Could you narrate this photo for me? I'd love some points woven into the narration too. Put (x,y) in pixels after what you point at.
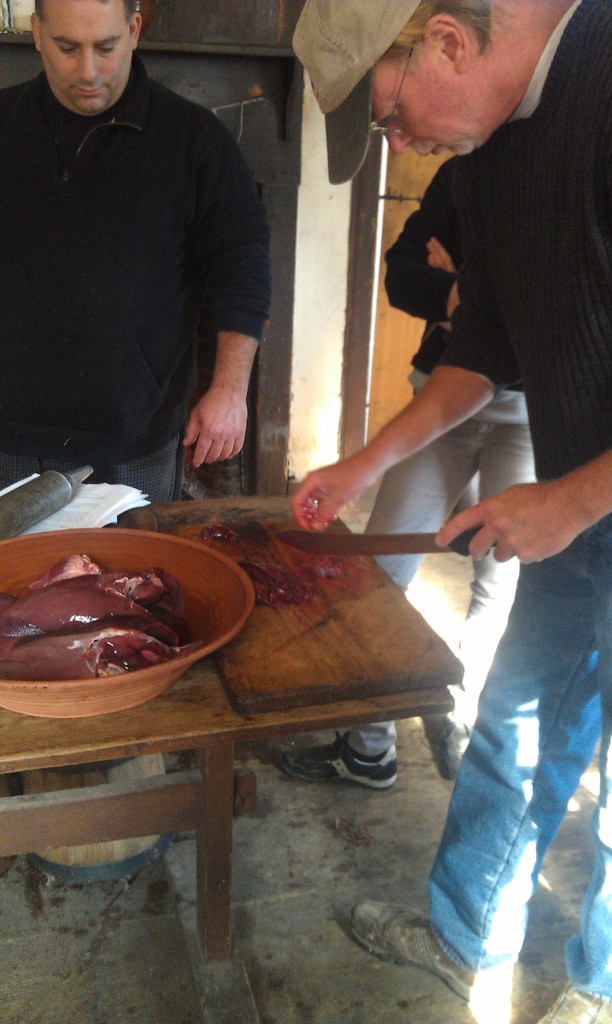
This person (571,350) is holding a knife (465,551). On this table (206,708) there is a bowl (179,584), papers (82,518) and flesh (124,609). Here we can see people (454,260).
